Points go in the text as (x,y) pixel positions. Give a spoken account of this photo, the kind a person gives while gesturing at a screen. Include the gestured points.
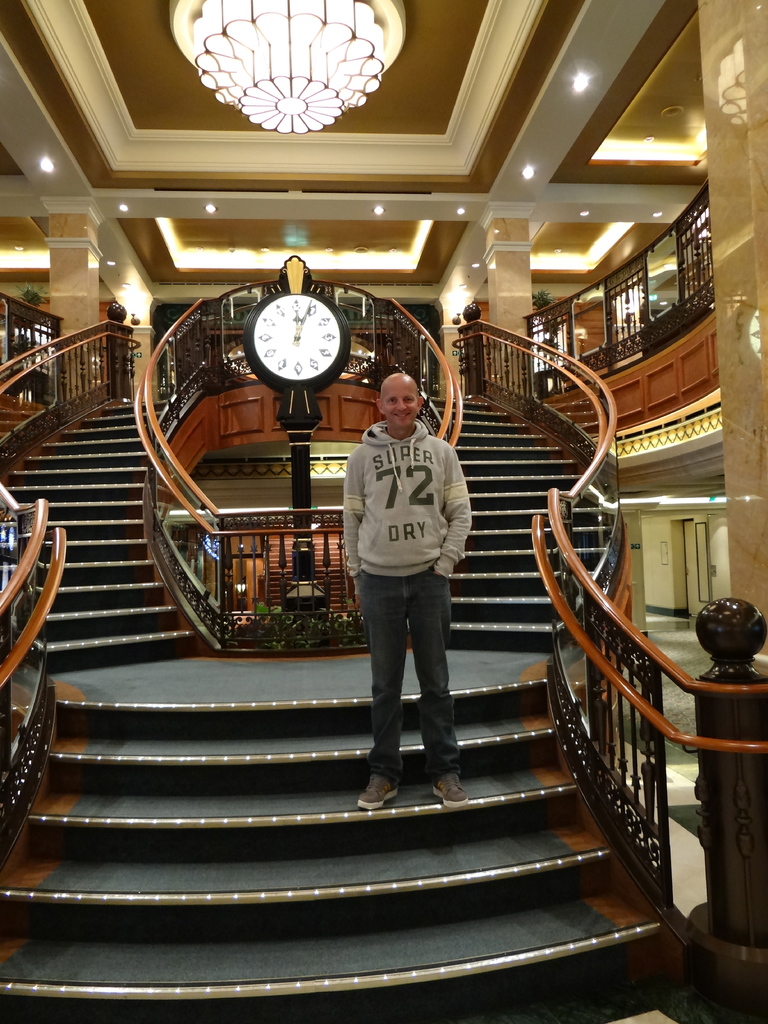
In the image there is a bald headed man (380,487) in grey hoodie (398,500) standing on steps (475,887), behind him there is a clock (337,331), there is chandelier (285,66) and lights (674,154) over the ceiling (405,163), this is clicked inside a building (56,240).
